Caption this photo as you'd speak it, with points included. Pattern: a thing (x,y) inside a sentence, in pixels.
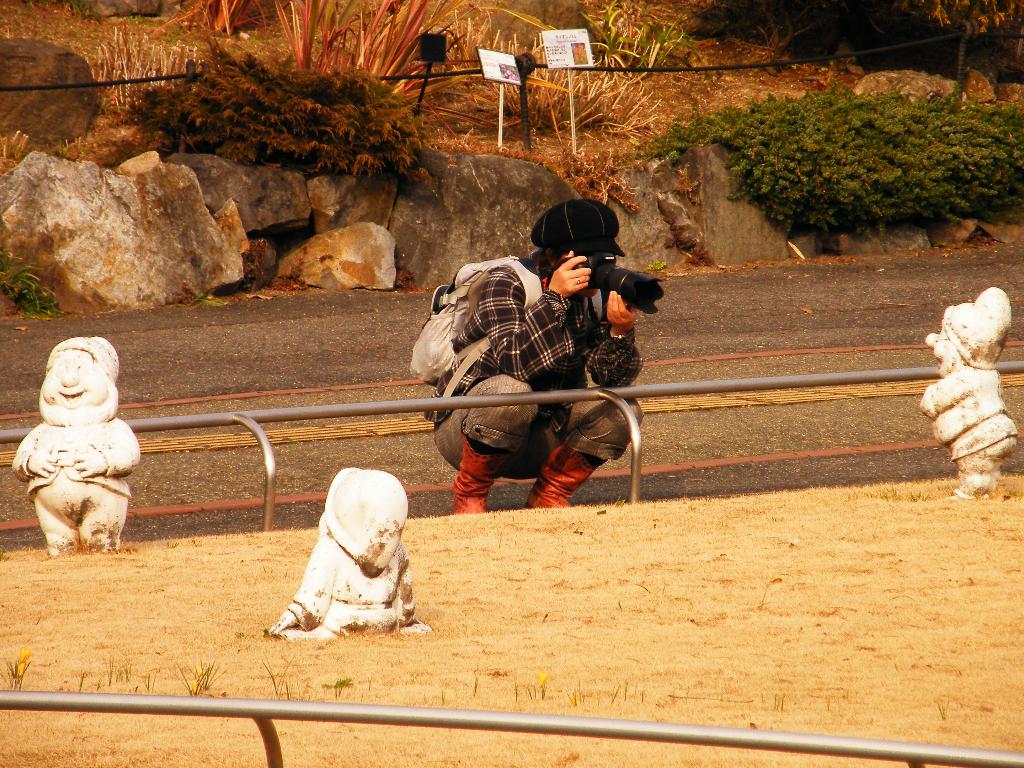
In the center of the image (495,277) there is a person (498,281) sitting on the ground (514,491) holding camera (619,280). At the bottom of the image (29,589) we can see statues (60,438) on grass (657,615). In the background (782,59) we can see boards (573,47), stones (358,197), plants (824,169) and grass (629,79).
